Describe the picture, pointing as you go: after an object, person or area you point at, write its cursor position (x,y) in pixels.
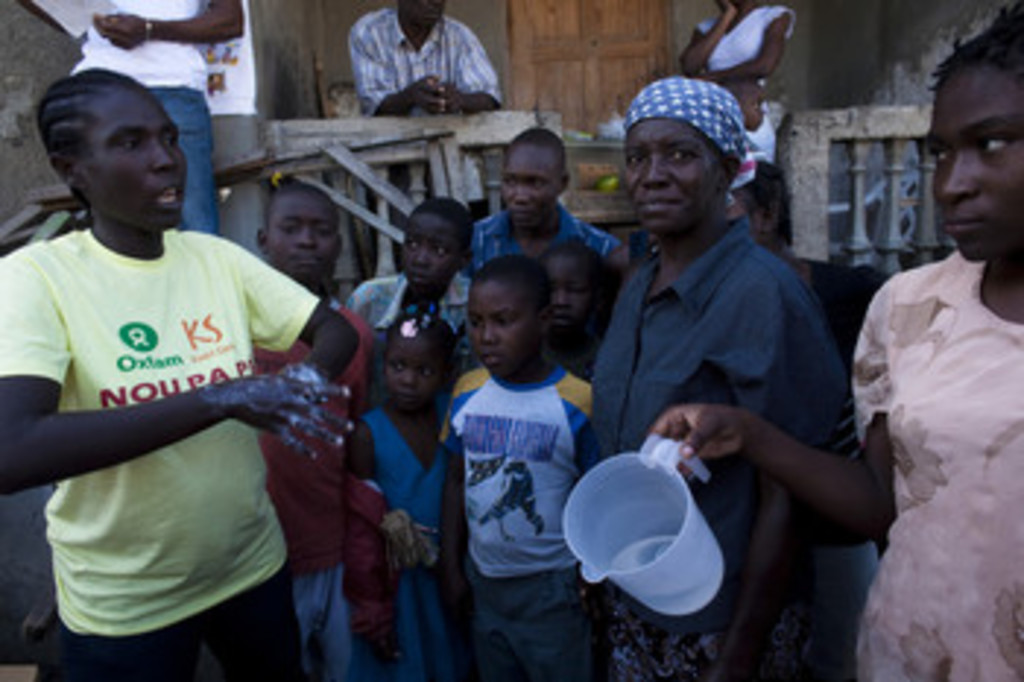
In the picture we can see some people (692,428) are standing and one woman (981,99) is holding a jug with water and one person (130,130) is washing hands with foam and behind them we can see a house (17,199) with a railing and some people (454,24) are standing near the railing (803,230).
